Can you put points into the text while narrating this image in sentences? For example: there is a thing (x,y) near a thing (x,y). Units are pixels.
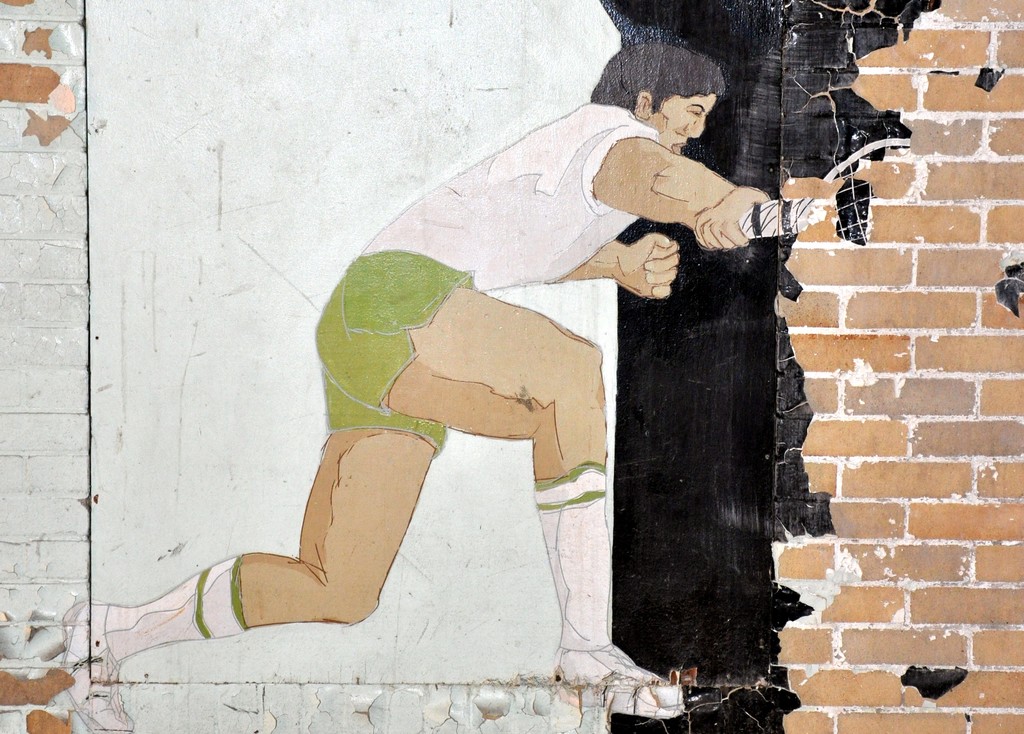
In this image there is a painting (522,380) of a boy (539,164) holding some object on the wall (708,585).
